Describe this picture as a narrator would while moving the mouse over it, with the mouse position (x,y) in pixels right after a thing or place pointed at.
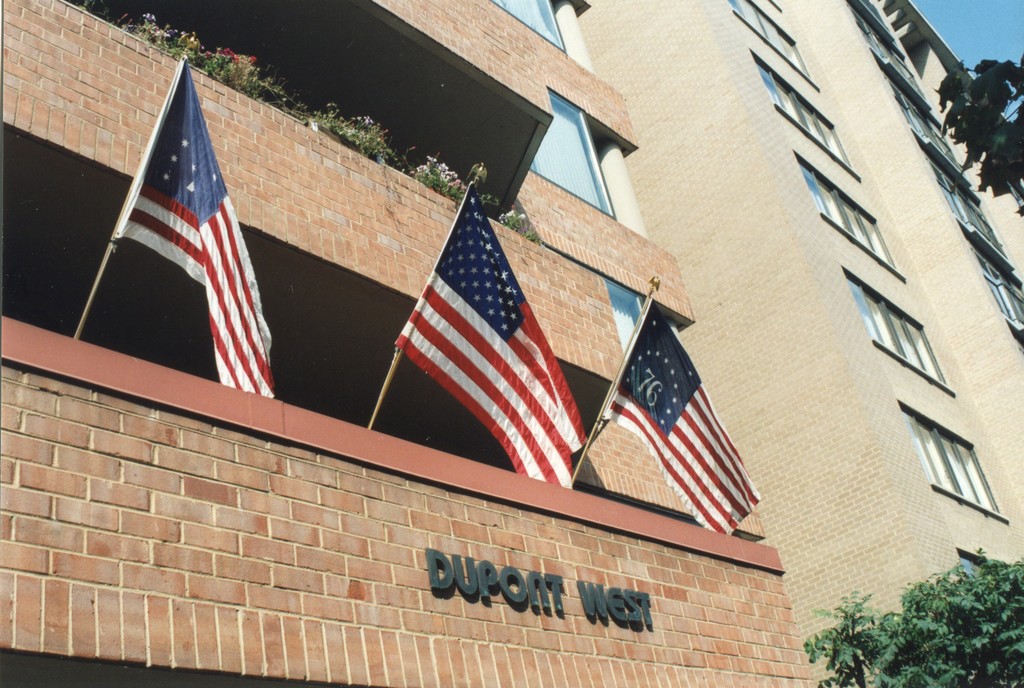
In the picture I can see flags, buildings (445,595), trees (813,652), plants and a name (533,586) on a building (551,585). On the right side (976,26) I can see the sky (965,33).
